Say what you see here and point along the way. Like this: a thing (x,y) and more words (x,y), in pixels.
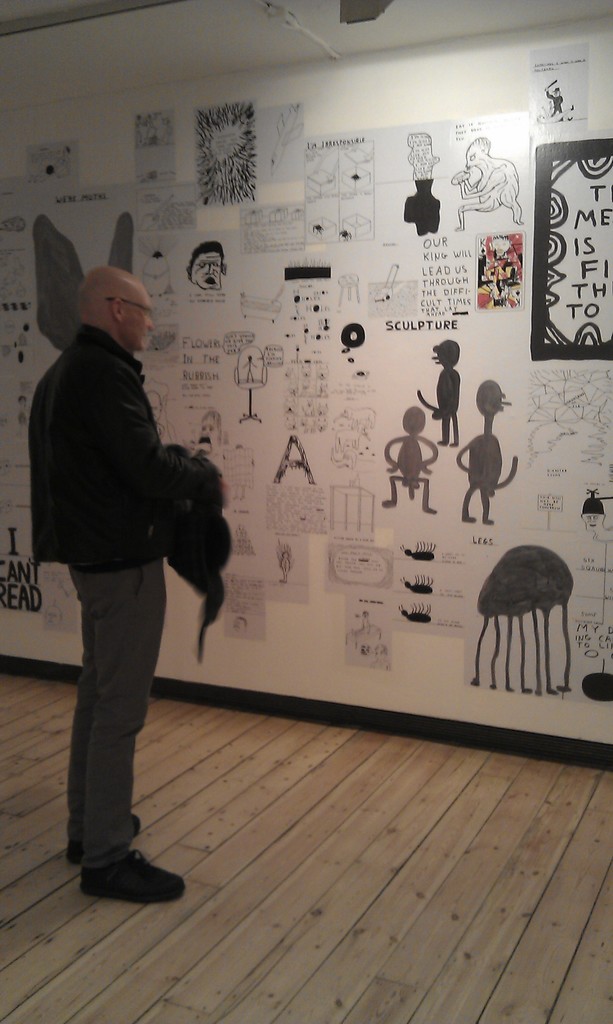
In the image there is a bald headed man (93,383) in black dress (140,670) standing on wooden floor (221,793) staring at the wall (406,498) with many paintings (305,325) on it.
